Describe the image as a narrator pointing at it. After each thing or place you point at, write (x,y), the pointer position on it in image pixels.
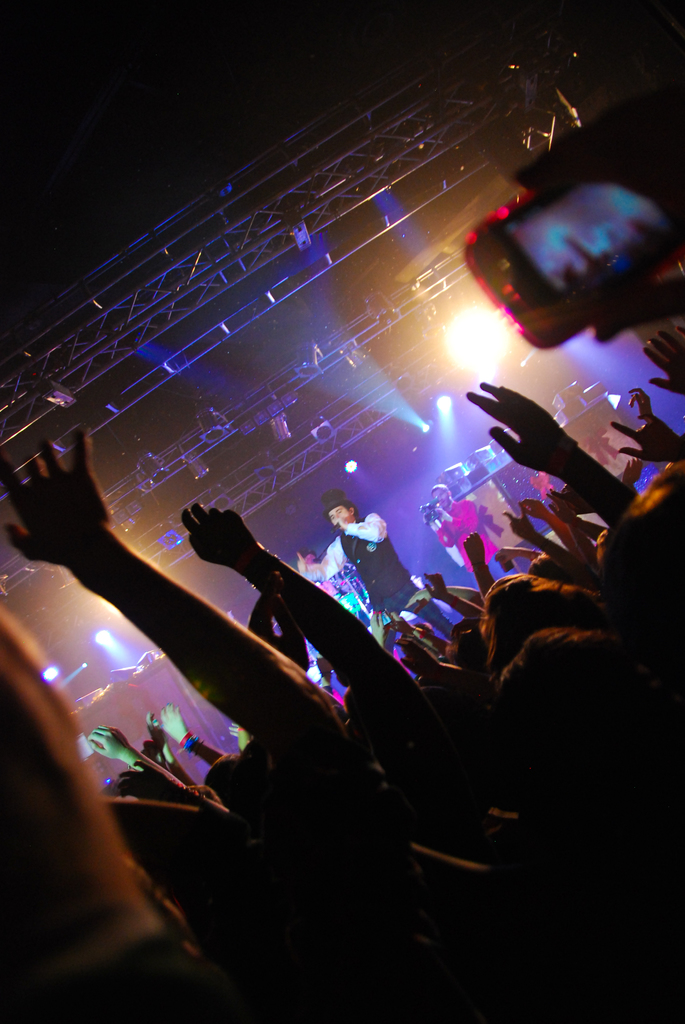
Here we can see crowd (535,889) and there is a person (372,551) singing on the mike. There is a person (444,493) holding a camera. In the background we can see lights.
